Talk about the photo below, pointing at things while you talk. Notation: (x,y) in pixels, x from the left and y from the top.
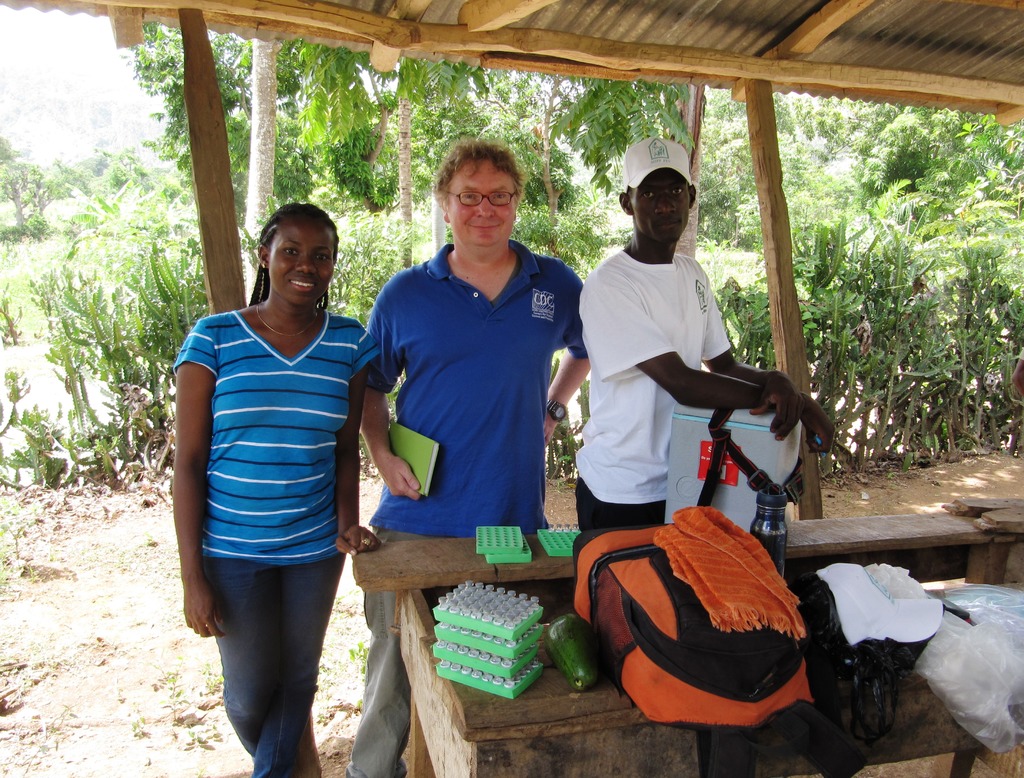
In this image we can see three persons (425,357). One person (639,310) is wearing a cap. And there is a wooden surface (455,562). On that there are trays (461,629), bag (602,634), towel (749,567) and some other items (977,591). Also there is a wooden shed (612,72). In the back (338,129) there are trees (444,98) and plants (919,282).
